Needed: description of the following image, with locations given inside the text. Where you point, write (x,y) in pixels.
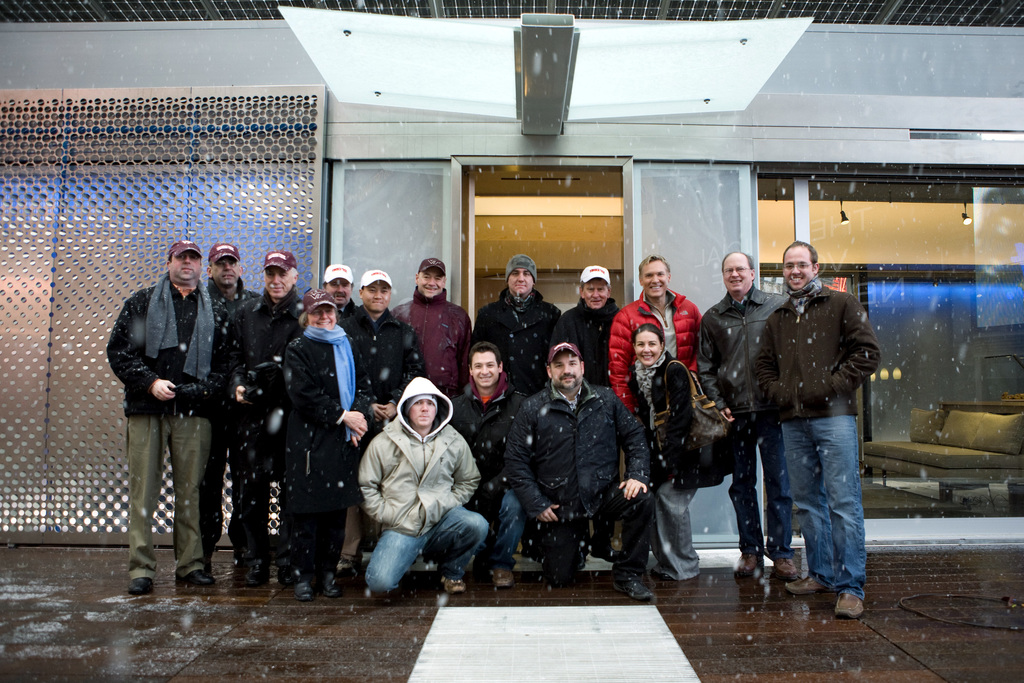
In this picture we can see people (230,282) giving a pose. Through glass (715,492) we can see lights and a sofa (932,461). On the left side of the picture (112,240) we can see the wall (124,222). At the bottom (489,641) we can see the floor (753,643).
